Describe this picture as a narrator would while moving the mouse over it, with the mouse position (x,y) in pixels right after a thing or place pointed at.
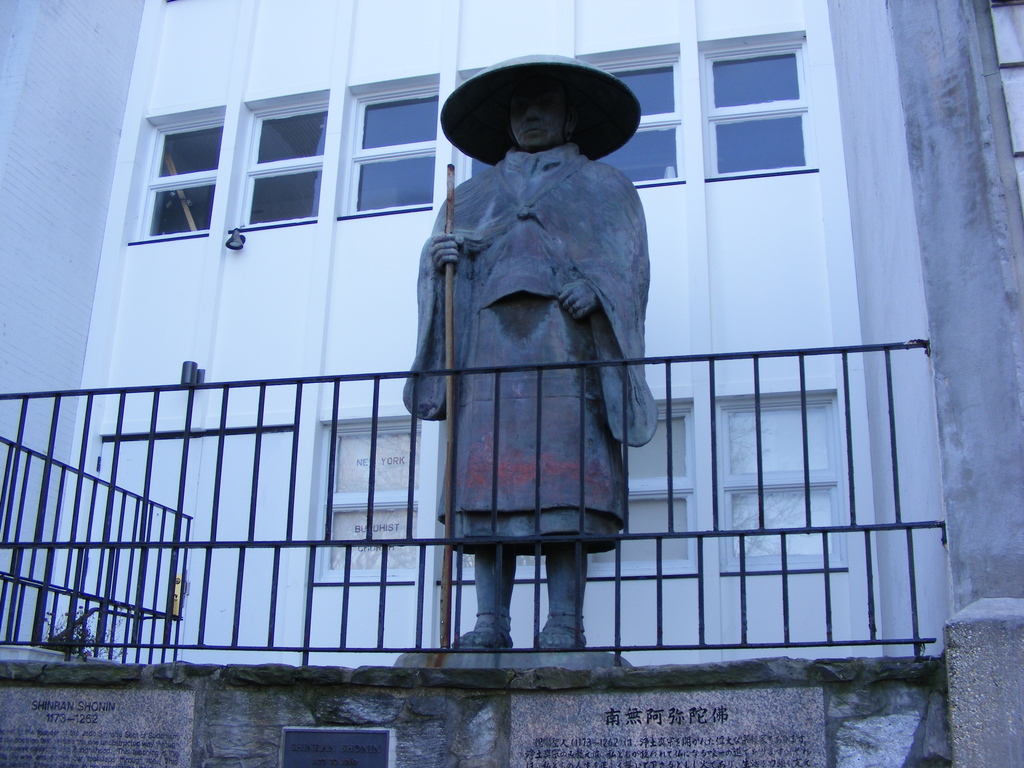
There is a statue (461,248) of a person (537,215) wearing hat (526,75) and holding a stick (451,326). There is a railing (334,461). In the background (270,173) there is a building (313,172) with windows (719,157). Below the statue (517,246) there is a wall (167,712). On that something is written.
